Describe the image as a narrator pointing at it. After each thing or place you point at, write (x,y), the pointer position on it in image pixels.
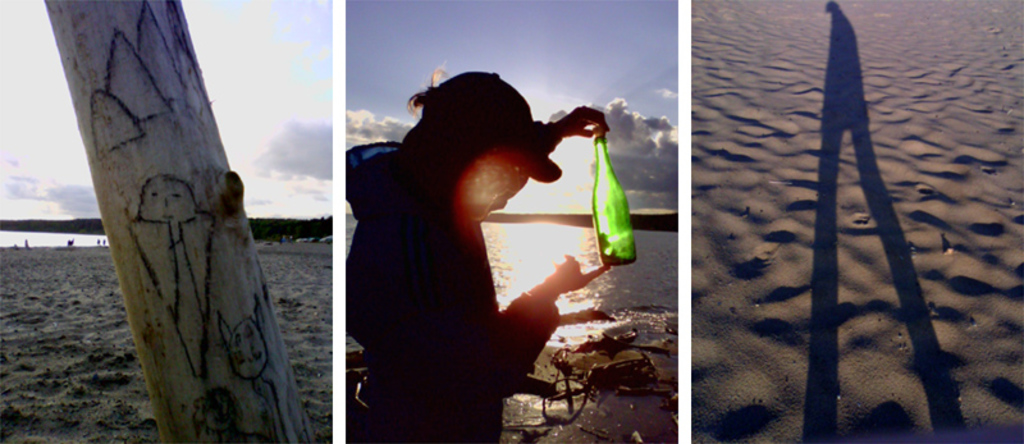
It is a collage of three photos on the first photo there is tree trunk (164,243) with drawing (180,196) on it and on the second photo there is man (428,242) holding bottle (600,171) and on the third photo there a shadow (847,49) of human (941,364) on the sand (841,264).
